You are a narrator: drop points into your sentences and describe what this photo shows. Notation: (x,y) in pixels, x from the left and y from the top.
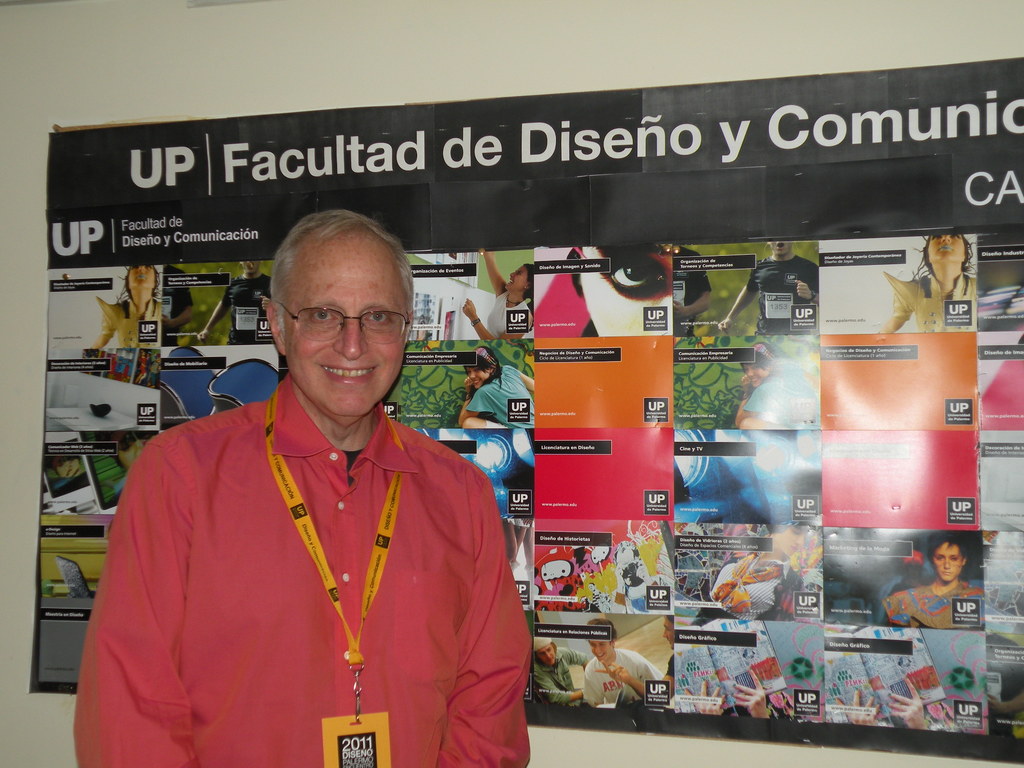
In this picture I can observe a person (366,558) on the left side (248,509). He is wearing red color shirt (257,586), yellow color tag (269,431) and spectacles (322,335). The person (314,379) is smiling. Behind him I can observe a flex (604,342) on the wall (290,41).
